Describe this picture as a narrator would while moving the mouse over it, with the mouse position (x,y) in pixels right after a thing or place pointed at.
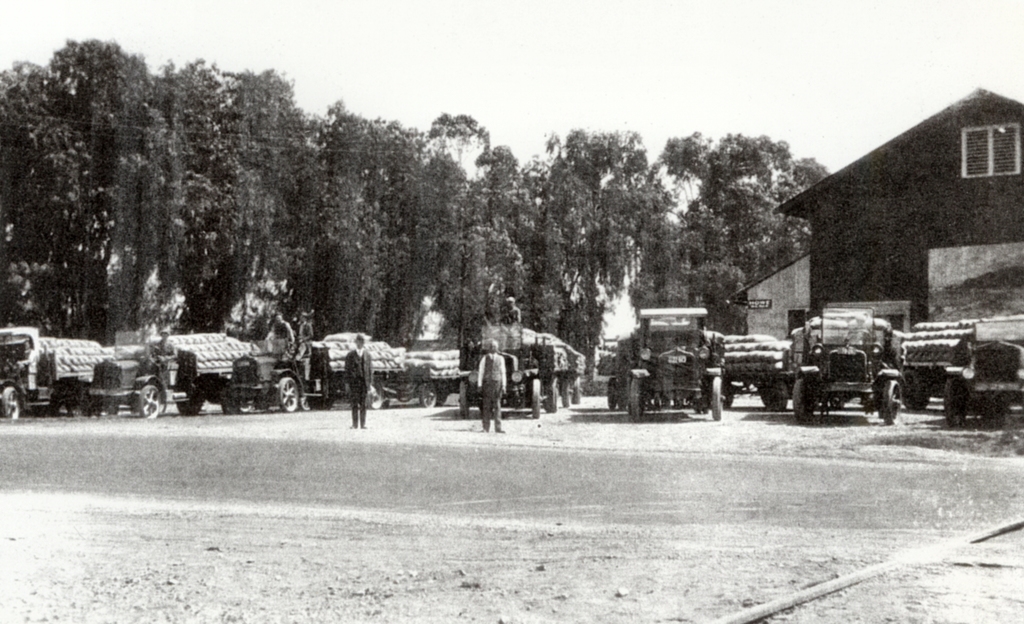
In this image I can see few vehicles (542,398) and few people (368,383) are standing. Back Side I can see a trees (509,225) and building (854,208). The image is in black and white.
